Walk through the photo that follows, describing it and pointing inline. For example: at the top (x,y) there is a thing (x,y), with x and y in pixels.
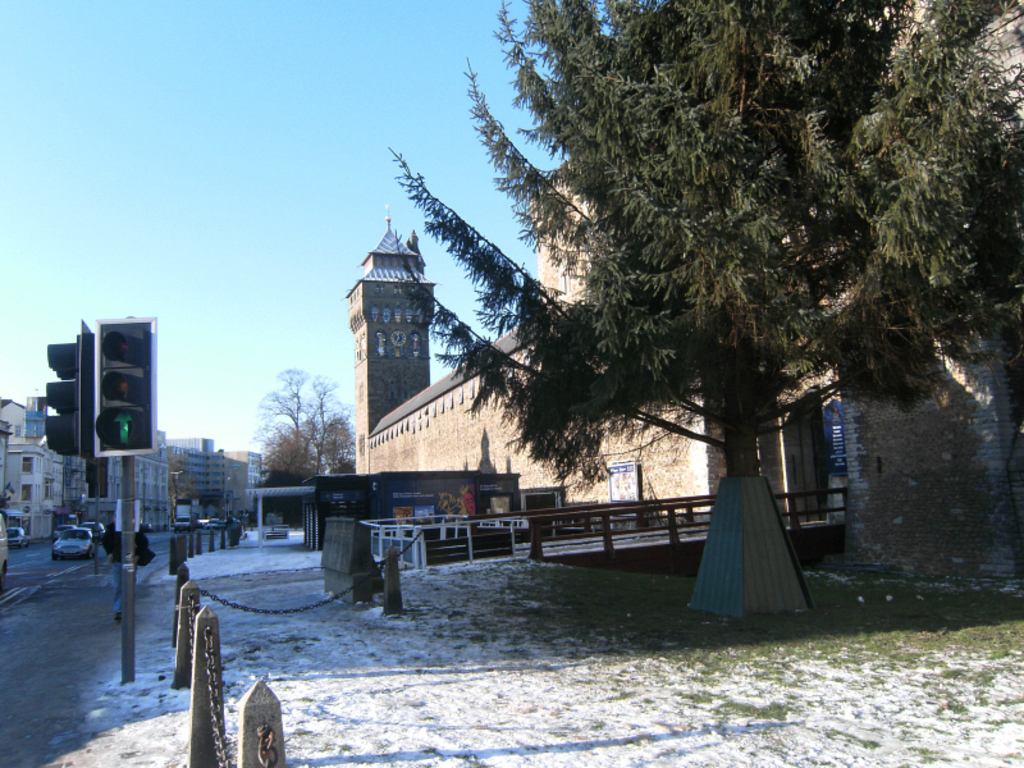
At the bottom of the picture (486,685), we see the snow (466,688), grass (547,610) and the barrier poles (213,648). On the right side (696,348), we see a tree (732,543) and beside that, we see the iron railing (528,546). On the left side (100,490), we see the traffic signals (95,398) and the vehicles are moving on the road (73,569). There are buildings (245,474), trees (294,451) and a clock tower (379,388) in the background (379,388). At the top (322,176), we see the sky (105,106). This picture is clicked in the city.
